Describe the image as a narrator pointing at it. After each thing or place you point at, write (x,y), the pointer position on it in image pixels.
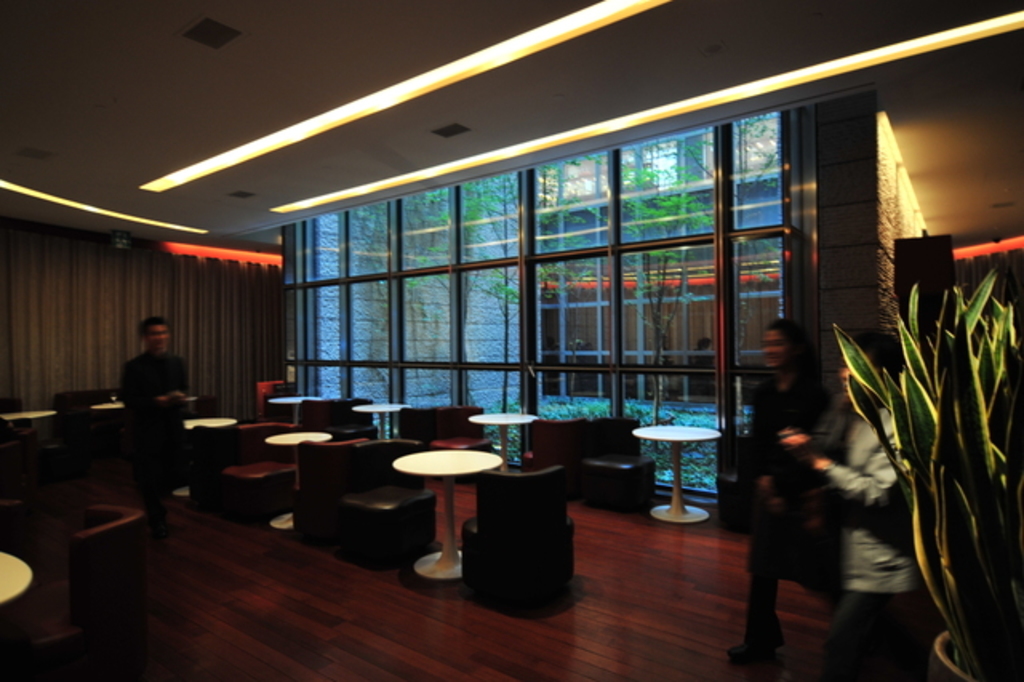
In this picture there are tables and chairs (260,506) at the left side of the image (331,502) and there are glass windows (513,194) at the right side of the image (778,283), there is a plant (1011,548) at the right side of the image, it seems to be a view of hotel (39,313).
